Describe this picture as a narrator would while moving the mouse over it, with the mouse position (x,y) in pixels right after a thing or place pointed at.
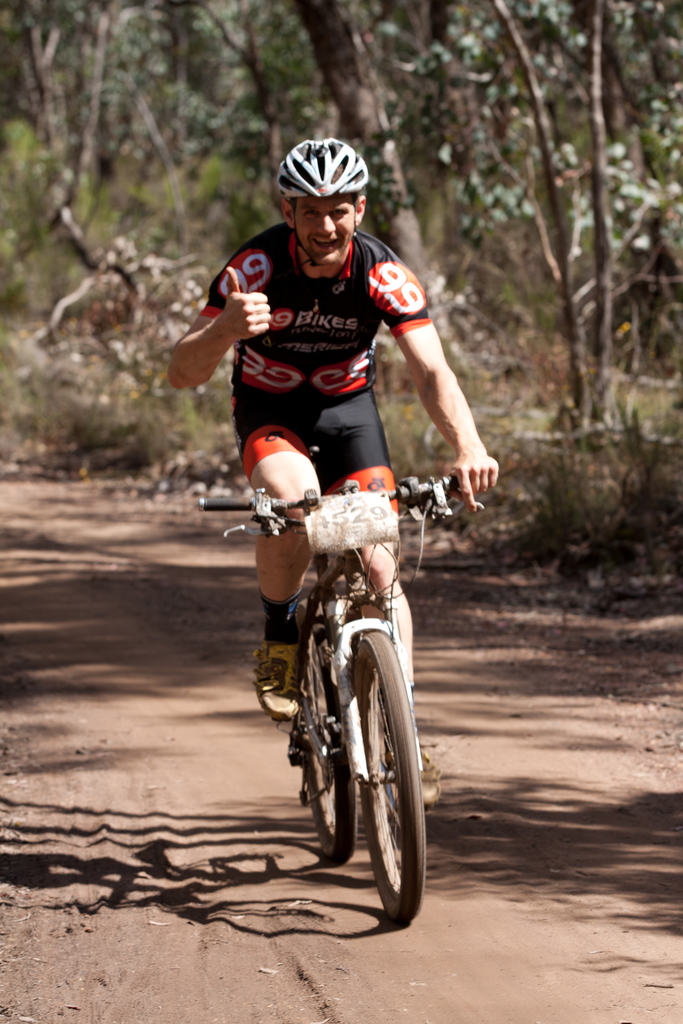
In this picture we can see a man (200,342) wore a helmet (305,154) and riding a bicycle (337,709) on the ground (132,734). In the background (144,82) we can see trees (492,113).
